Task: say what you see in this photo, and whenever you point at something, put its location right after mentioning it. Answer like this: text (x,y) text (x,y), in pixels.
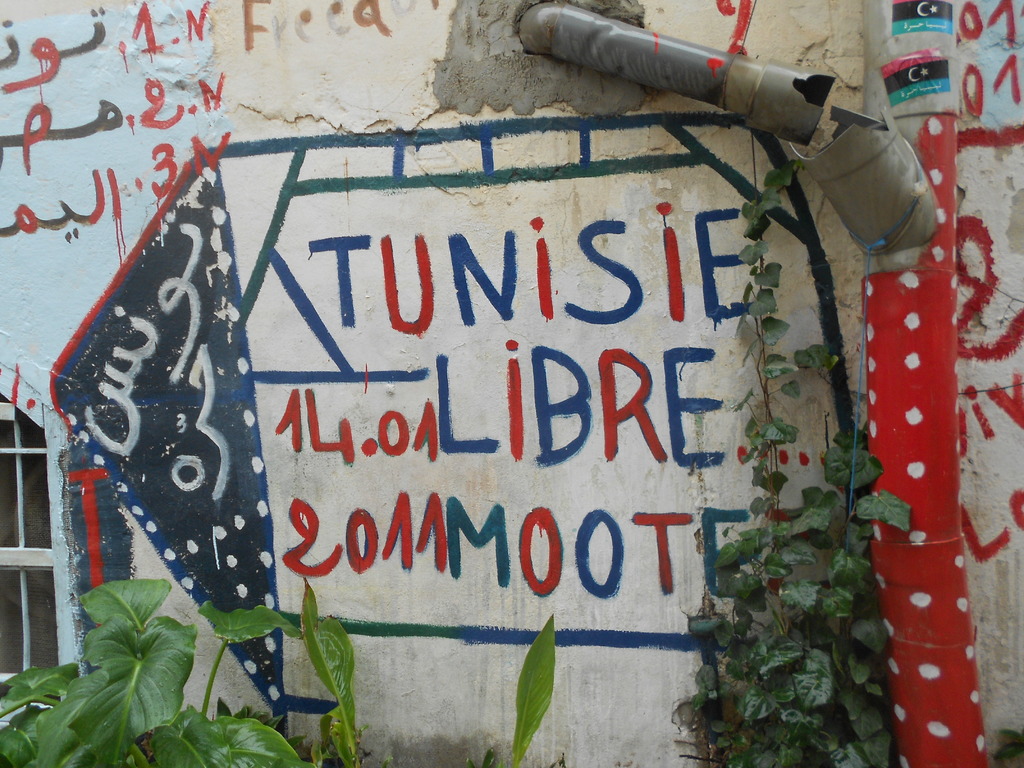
In this image we can see the wall (572,255) with the text (638,393), pipe (803,121) and also the window (30,595). We can also see the plants (761,646).
